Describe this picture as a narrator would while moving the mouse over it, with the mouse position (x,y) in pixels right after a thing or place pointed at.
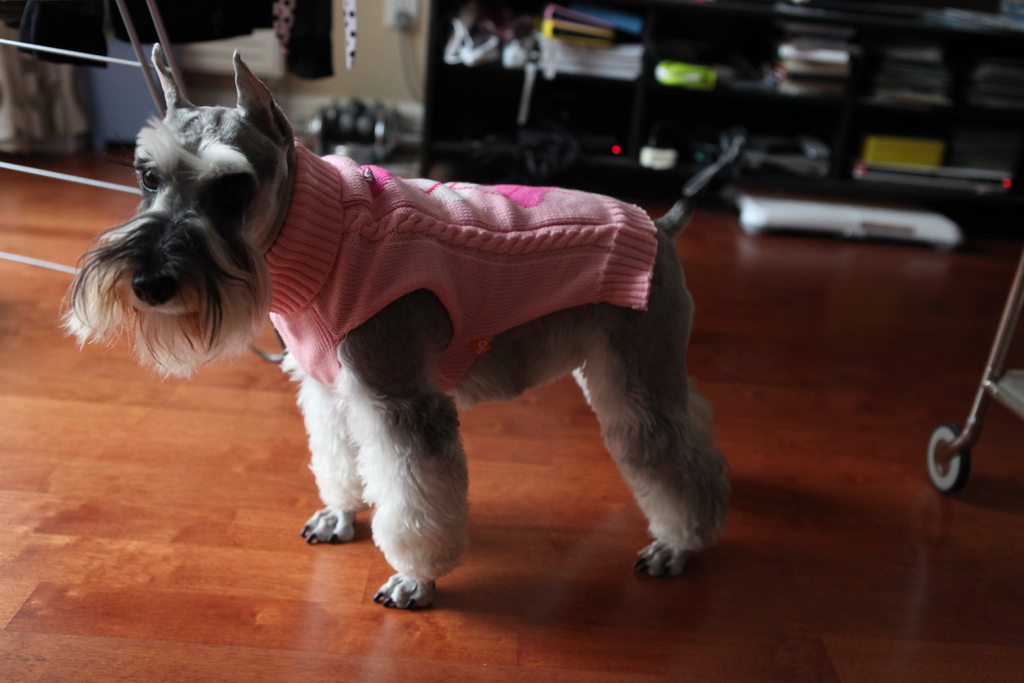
There is a dog (412,249) wearing pink dress (423,271) is standing on the floor (741,479). In the background (510,89) it is blurred. Also there is a cupboard (581,81) with many items (592,57). Also there are many other items (305,47) in the background (348,109).
